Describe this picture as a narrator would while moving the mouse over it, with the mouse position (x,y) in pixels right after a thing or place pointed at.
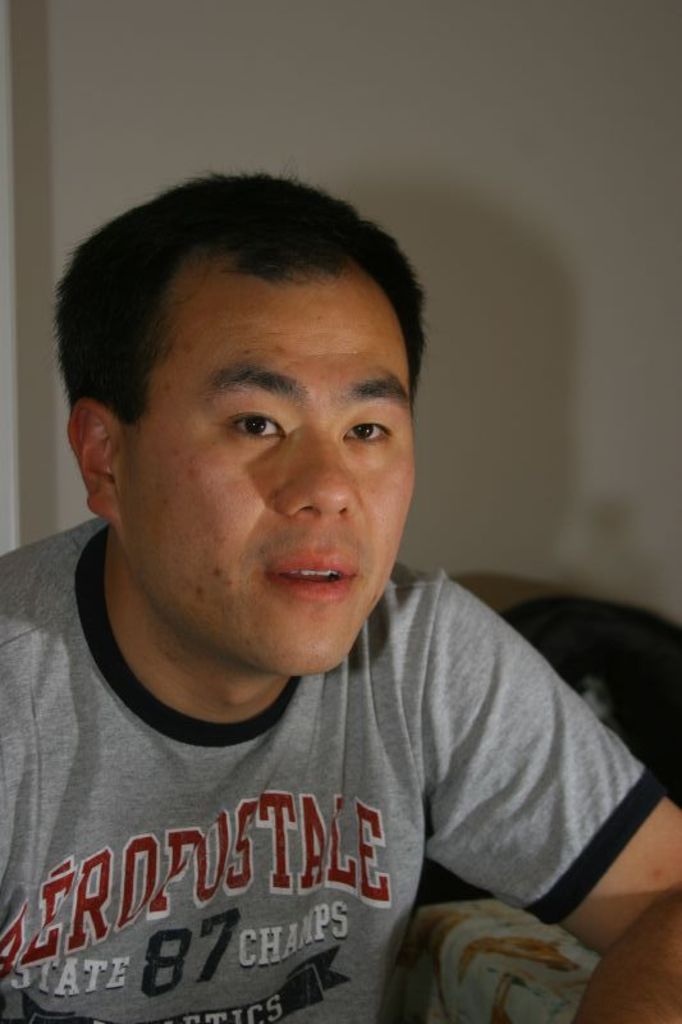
In this image, we can see a person (178,595) in front of the wall (545,307). This person (166,592) is wearing clothes (193,972).
